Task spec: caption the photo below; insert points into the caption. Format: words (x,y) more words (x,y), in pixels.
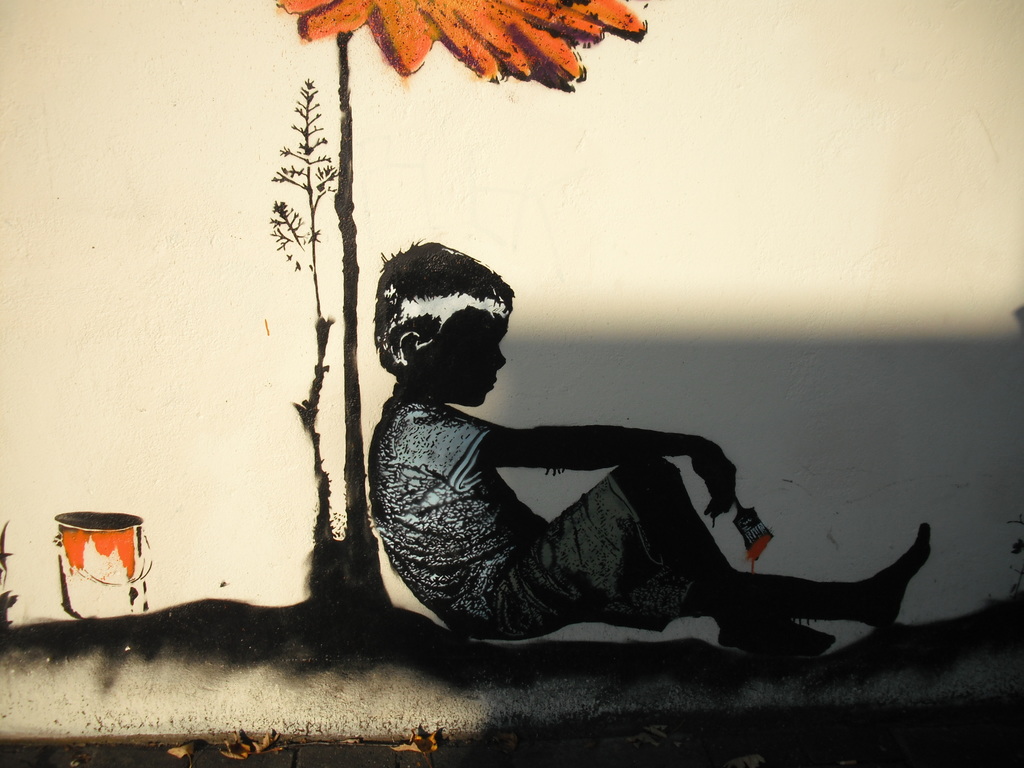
In this image there is a painting (413,424). In the painting (392,245) a kid (481,487) is sitting holding a paint brush (744,526). Behind the kid (467,486) there is a plant (316,457). Here is a bucket (84,553).
